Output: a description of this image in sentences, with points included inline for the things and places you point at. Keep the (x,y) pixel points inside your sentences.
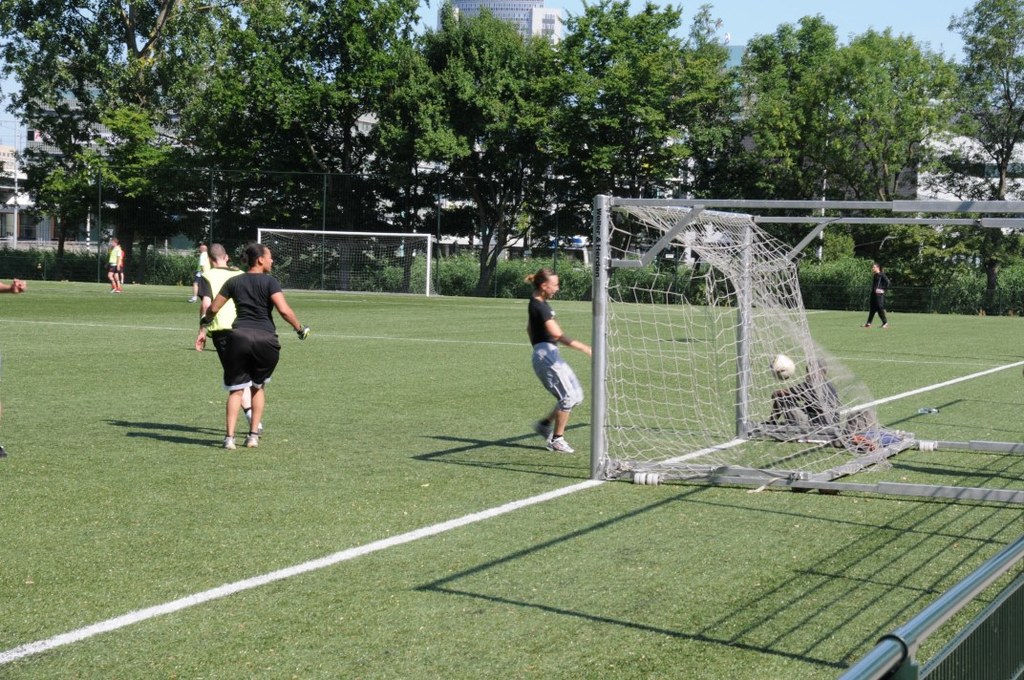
This picture describes about group of people (548,418), few are seated and few are walking on the grass (184,374), and also we can see few metal rods (604,339), nets (676,356) and a ball (776,362), in the background (44,144) we can find few trees (40,162), poles (15,146) and buildings (53,153).
